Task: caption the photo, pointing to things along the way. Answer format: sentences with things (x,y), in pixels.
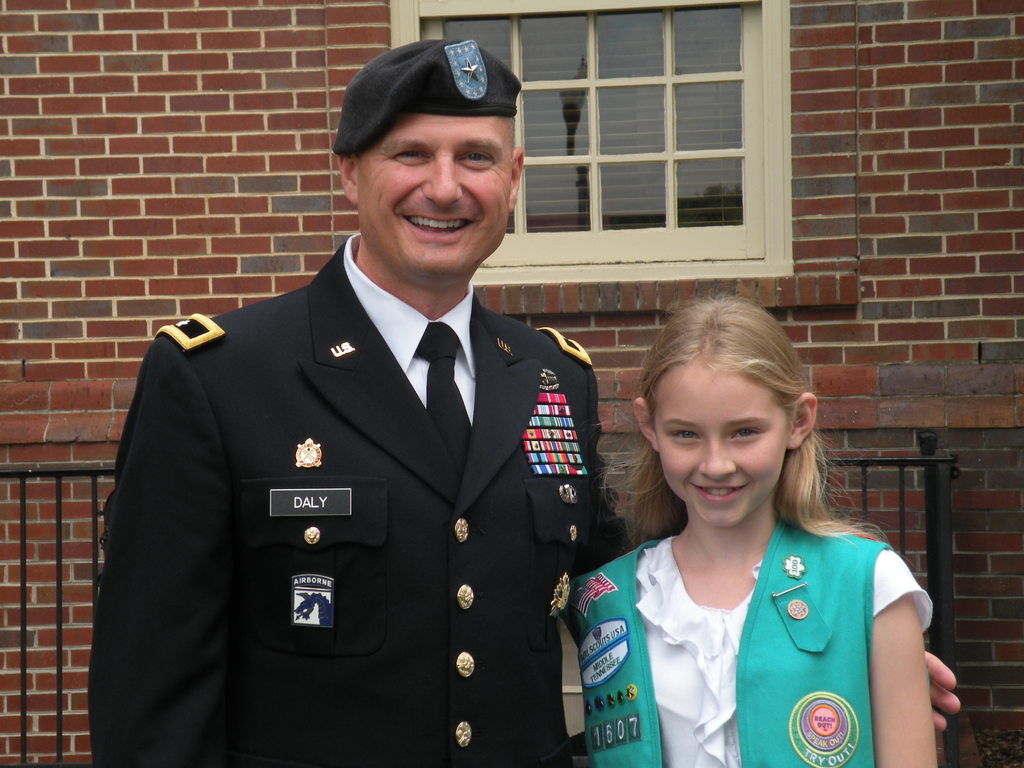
In this picture we can see a man (168,579) wore a cap (395,110), blazer (199,449), tie (440,414), badges (548,380) and beside him we can see a girl (830,704) wore a jacket (785,537) and they both are smiling and in the background (579,63) we can see a window (605,44), wall (189,214), fence (949,582).
